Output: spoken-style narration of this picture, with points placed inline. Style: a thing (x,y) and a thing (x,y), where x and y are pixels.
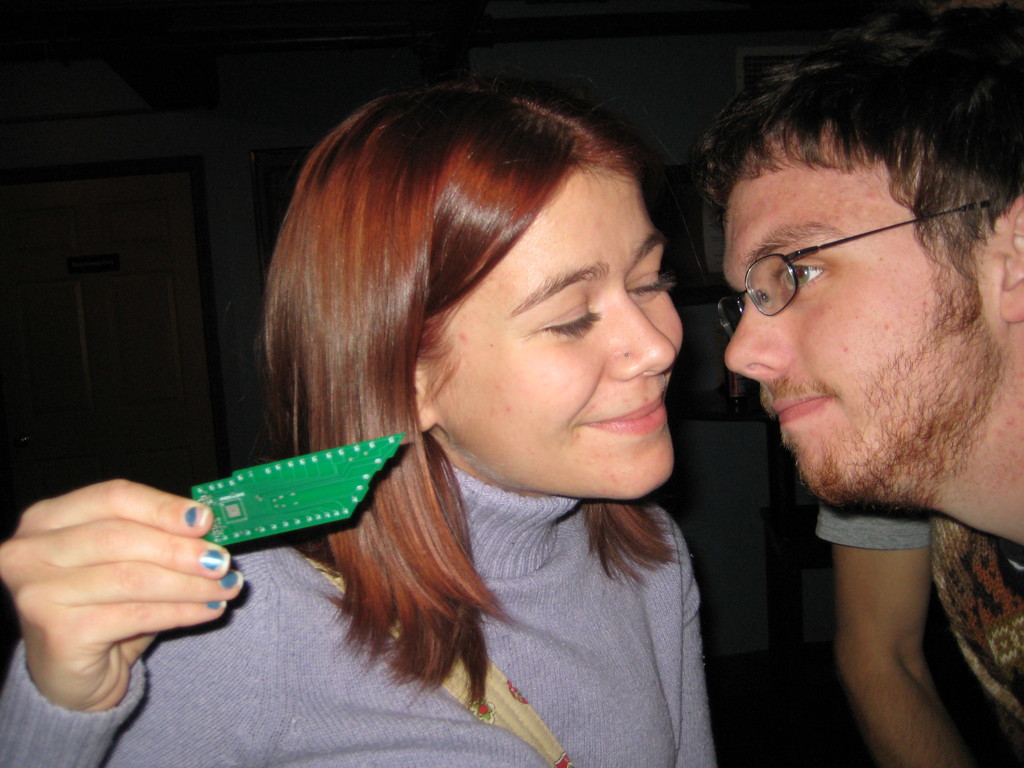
In this image in the center (609,510) there is one man (825,262) and one woman (491,560) and a woman (312,625) is holding some object (273,504) in her hand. In the background (206,224) there is a wall (733,480), doors (27,190) and some other objects (718,412).
